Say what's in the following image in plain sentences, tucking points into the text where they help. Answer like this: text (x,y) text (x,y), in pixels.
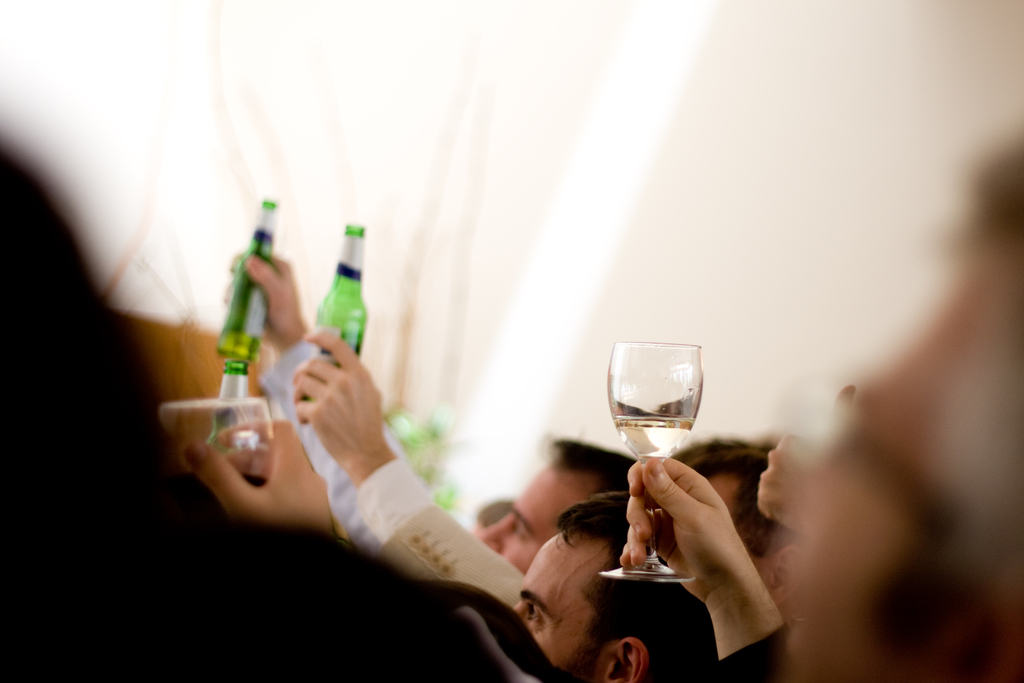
In this image, we can see group of peoples (706,630). Few are holding wine glasses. Few are holding bottles (235,312).
